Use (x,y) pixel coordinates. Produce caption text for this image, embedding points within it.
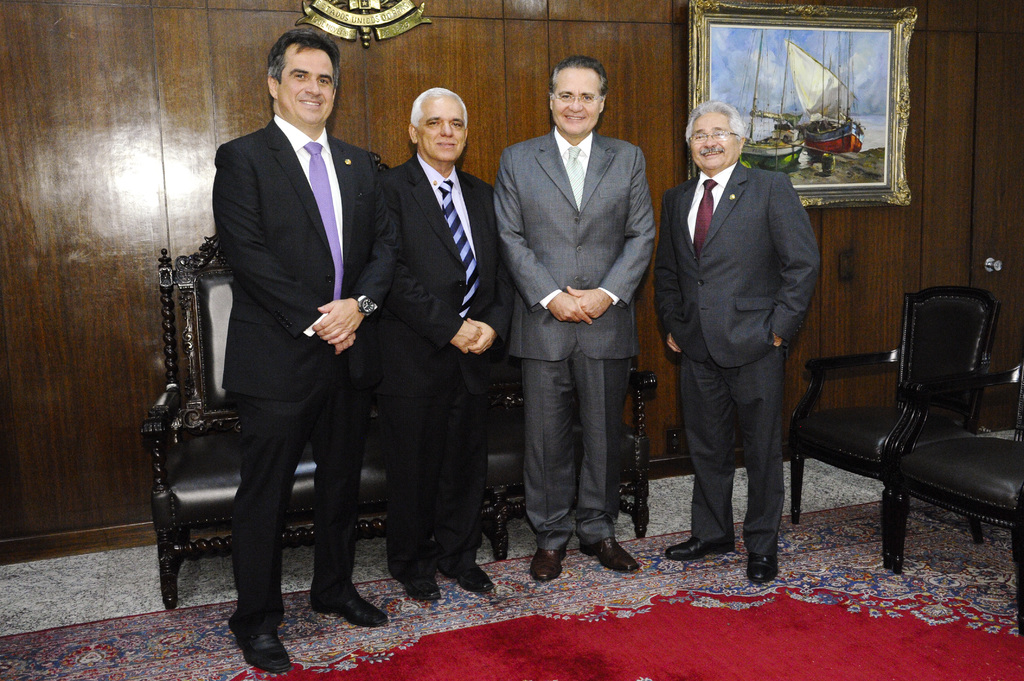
In this image I see 4 men (275,372) who are standing and all of them are wearing suits (264,364) and they are smiling. In the background (770,135) I see the chairs (948,306), a frame (760,138) on the wall (625,133).
